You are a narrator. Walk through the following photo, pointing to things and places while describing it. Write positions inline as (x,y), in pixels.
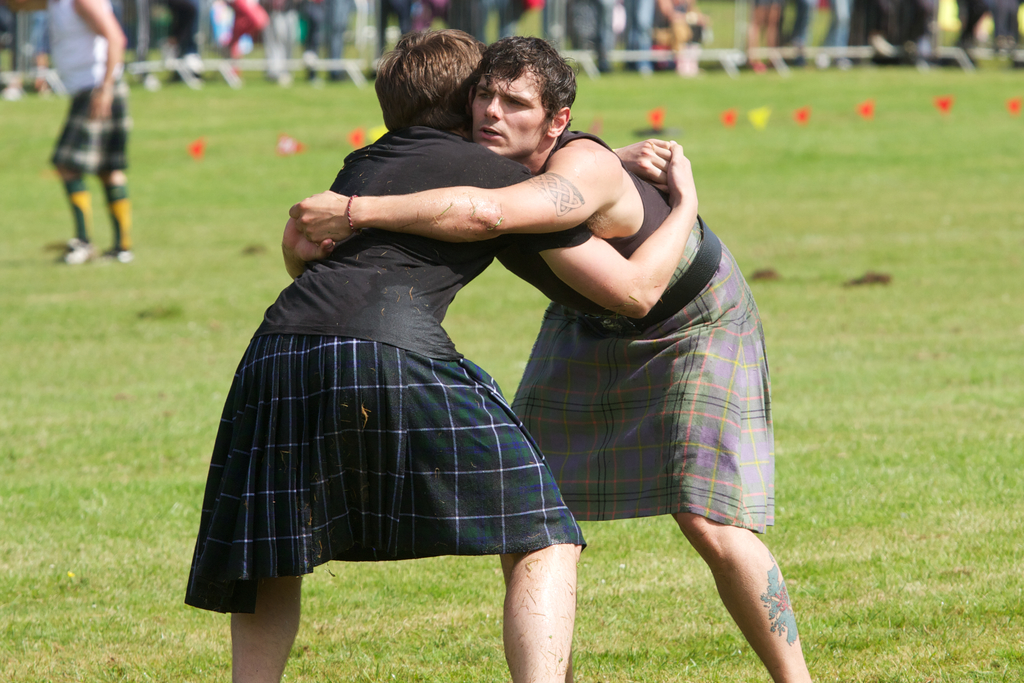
In this picture I can see few people (575,48) standing in the back (769,26) and I can see couple of men (567,275) holding each other and I can see another human (71,125) standing on the left side (101,123) and I can see grass (780,283) on the ground (955,295).
